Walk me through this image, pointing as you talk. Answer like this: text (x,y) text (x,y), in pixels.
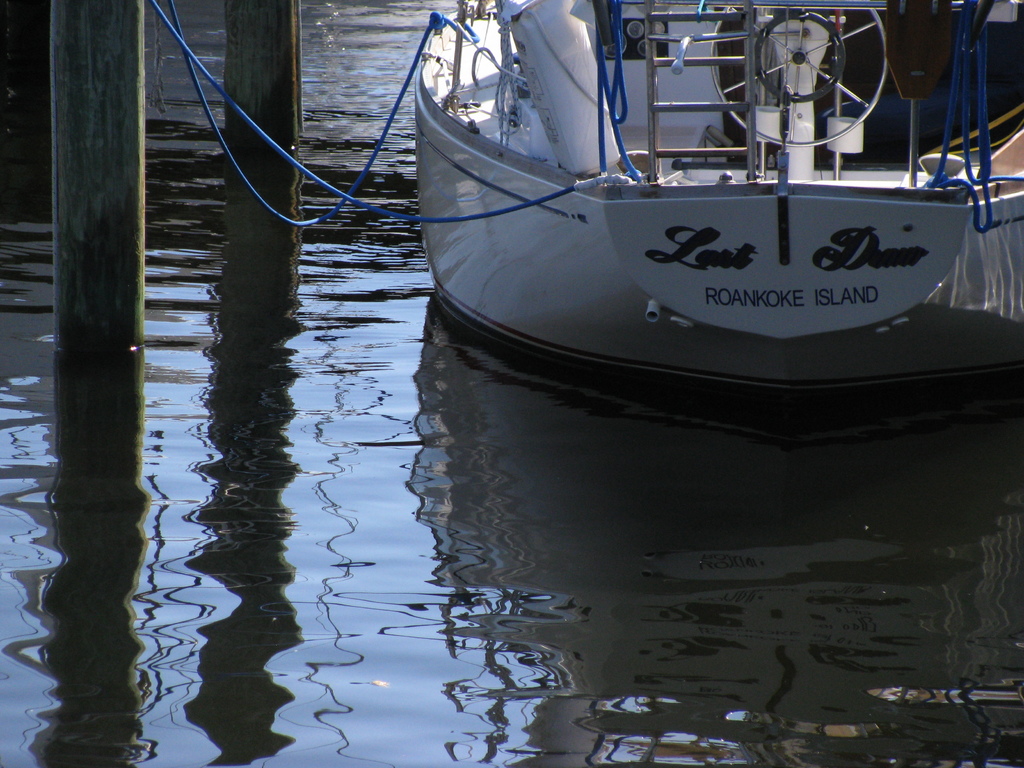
In this image I can see the boat (626,121) on the water (334,569). To the left (113,147) I can see the poles (94,150). I can also see the blue color ropes (360,176) and ladder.
